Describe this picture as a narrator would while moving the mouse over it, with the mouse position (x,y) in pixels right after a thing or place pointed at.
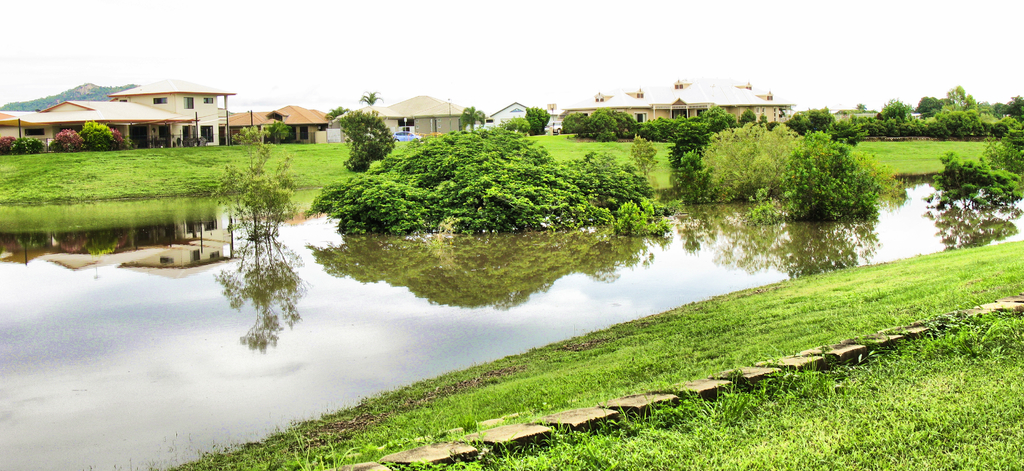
In this image we can see water (406,315). On the ground (872,302) there is grass (912,300). Also there are trees (441,160). In the background (105,115) there are houses (129,114) with windows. And there is sky (198,50). On the water (153,247) there is reflections (226,239) of trees (395,231) and houses (54,116).
